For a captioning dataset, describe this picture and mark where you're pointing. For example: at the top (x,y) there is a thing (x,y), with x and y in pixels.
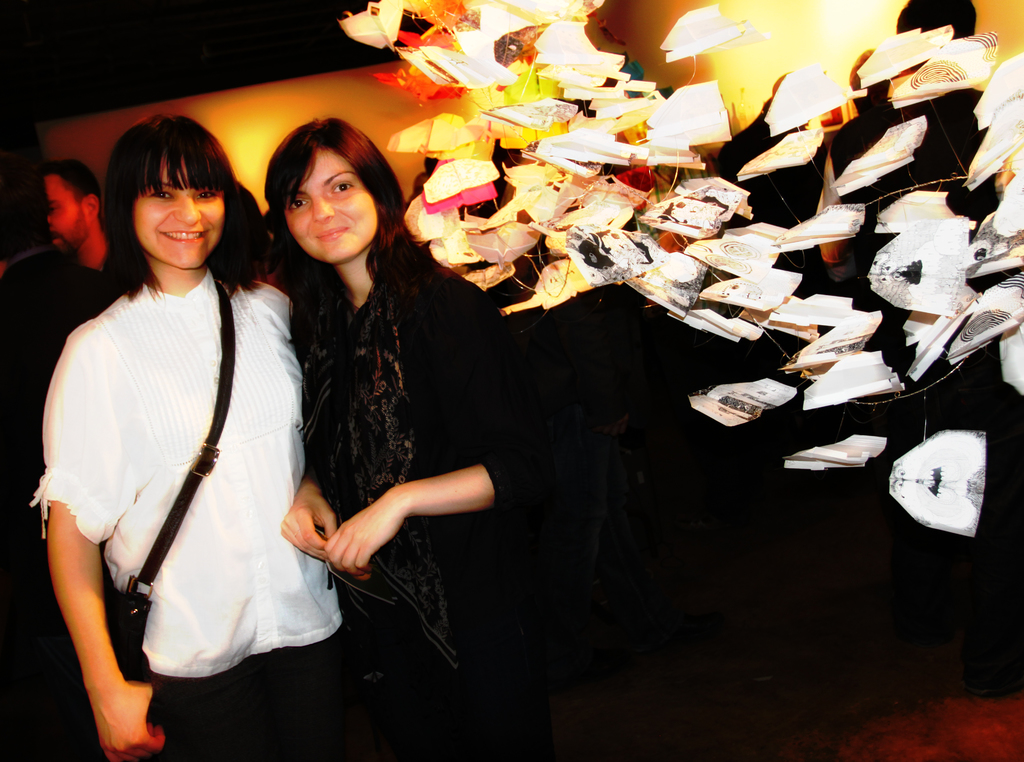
In this image I can see the group of people (154,376) with white and black color dresses (221,498). To the right (694,217) I can see some objects (718,325). And there is a black and yellow color background (260,133).
